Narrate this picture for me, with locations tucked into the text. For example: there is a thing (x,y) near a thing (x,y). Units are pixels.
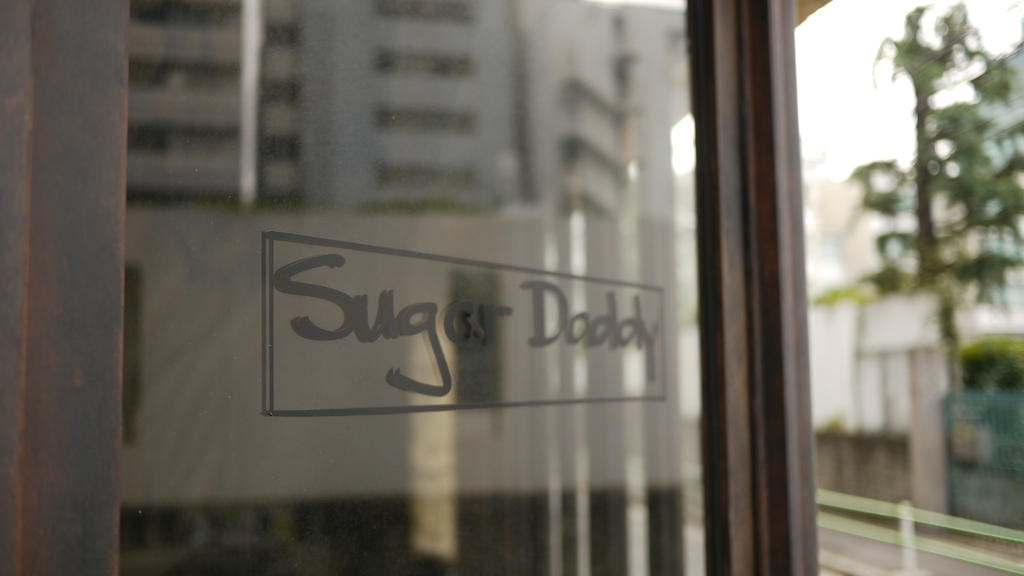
This is a blurred image. Here we can see glass (364,317) and on it there is a text (433,352). Here we can see tree (964,222) and white sky (868,68).
